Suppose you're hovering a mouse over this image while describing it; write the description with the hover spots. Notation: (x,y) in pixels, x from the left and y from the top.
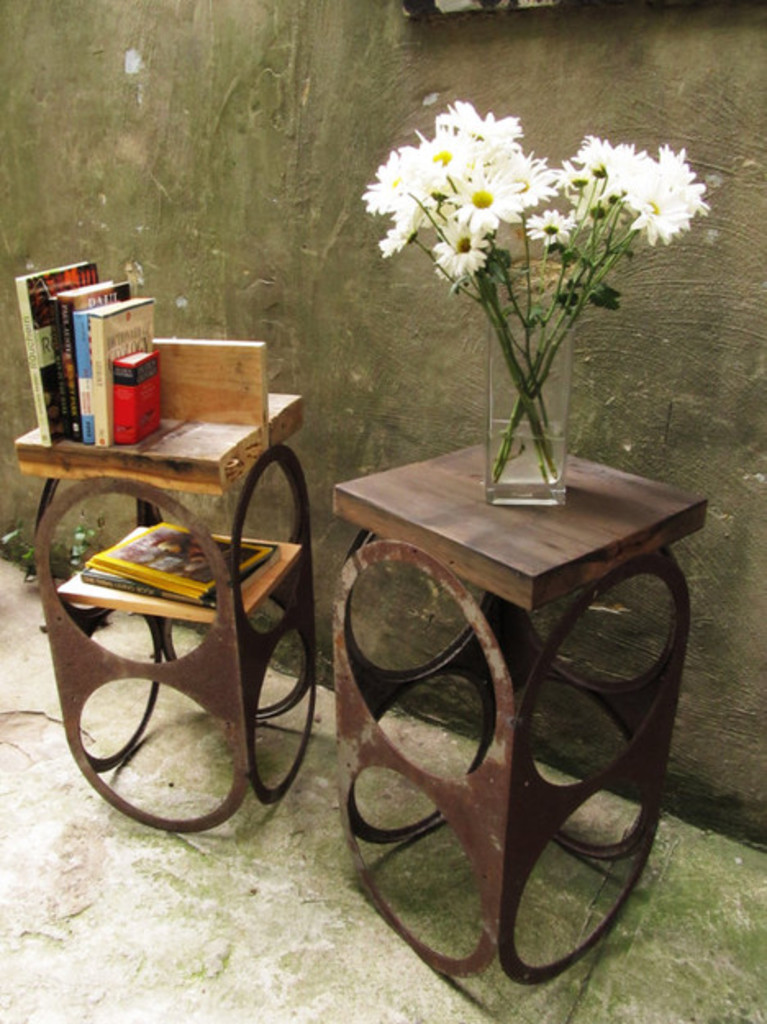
In this image we can see two stands (242,591), there are some flowers (455,265) in a jar (518,492) on one table (438,580), and some books (183,563) on the other table (167,427), also we can see the wall (315,247).
